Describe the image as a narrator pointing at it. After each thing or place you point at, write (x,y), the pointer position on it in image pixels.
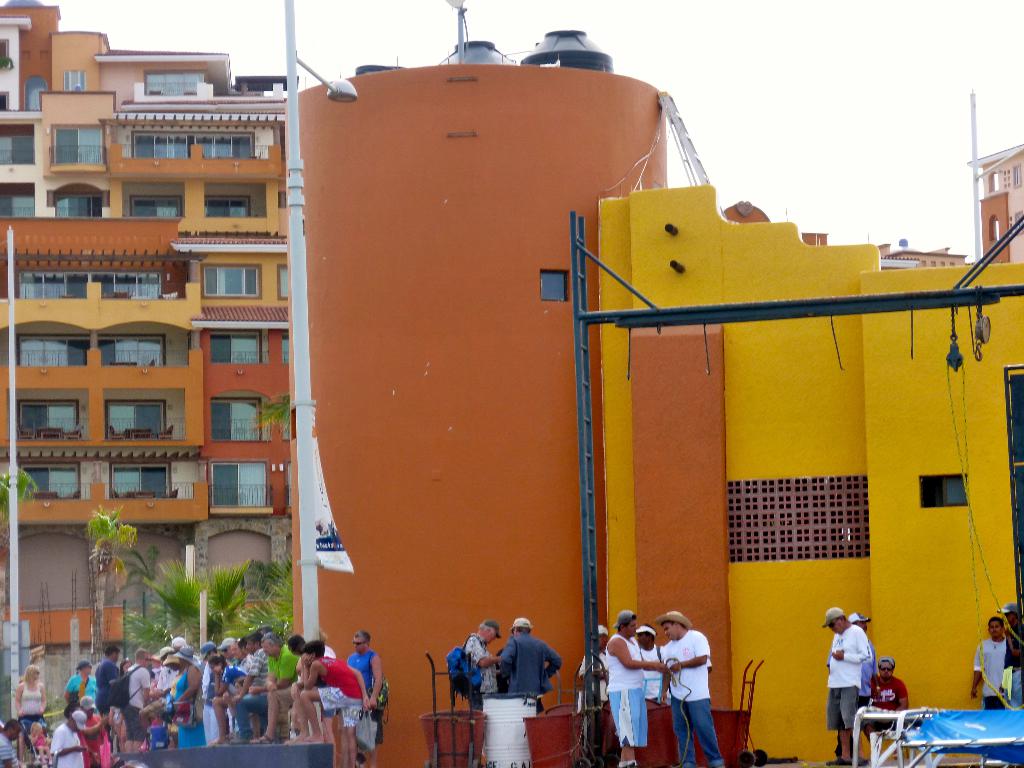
In this image we can see few persons (693,689), light pole (300,311), buildings (569,579), banner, rods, windows (146,275), objects (518,742), water tanks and sky (749,50).
